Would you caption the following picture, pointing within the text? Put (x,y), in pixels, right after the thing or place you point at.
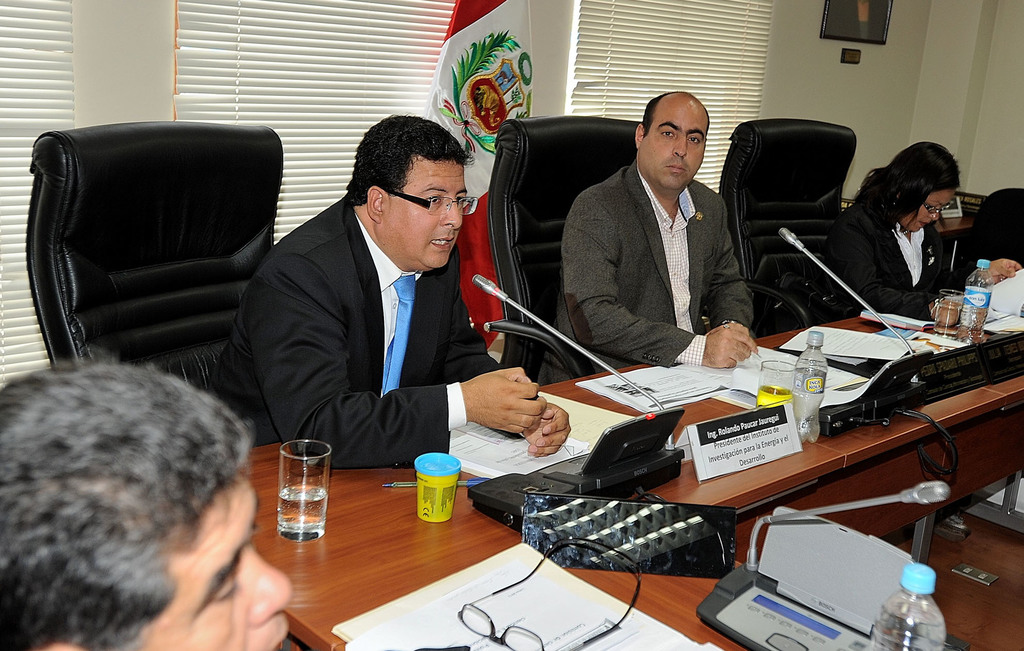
On the left side (133,489), there is a person (96,494). In front of him, there is a bottle (927,631), a spectacle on the documents (518,617), a microphone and other objects (473,482) arranged. In the background (289,306), there are three persons (677,173) sitting on the chairs (550,229) in front of a table (574,381), on which there are microphones (613,461), bottles (987,282), glasses (789,392), documents (494,471) and other objects (752,450) arranged, there is a flag (498,45), a curtain (634,20) and a photo frame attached to a wall (911,91).
